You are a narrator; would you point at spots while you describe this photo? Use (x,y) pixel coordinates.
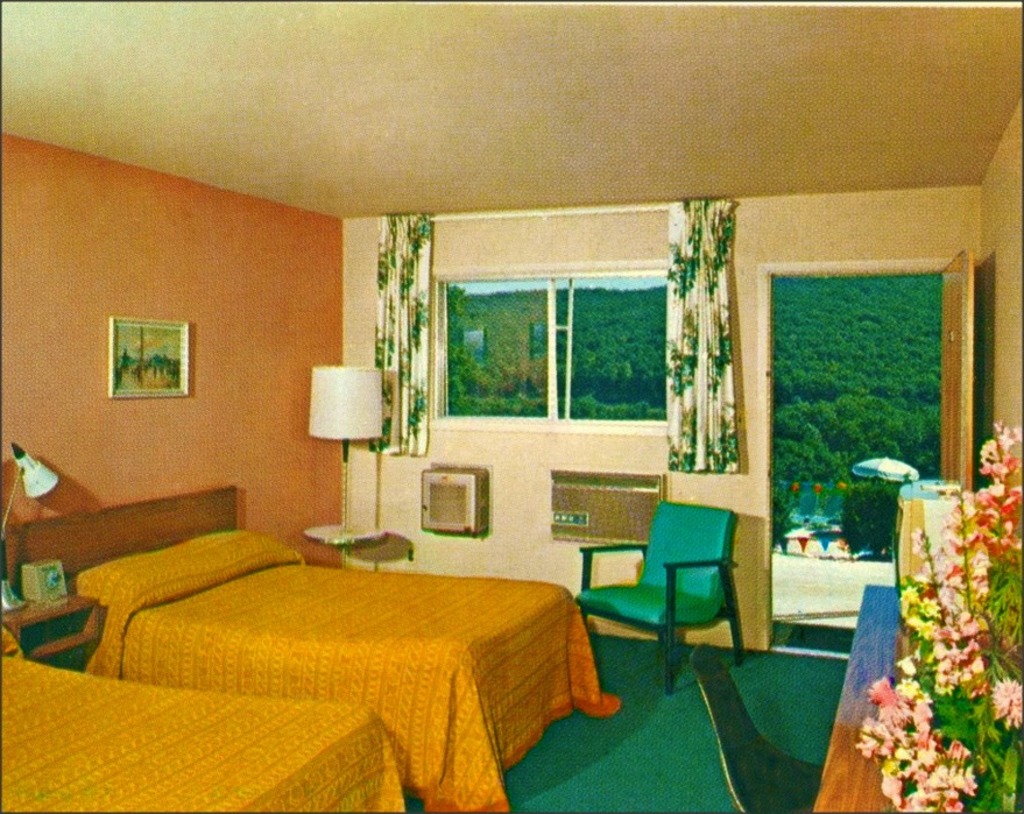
The picture is clicked inside a room (328,588). In the room (219,674) there are two beds (250,682) with yellow bed cover (181,666). Here on a table (57,624) there is a lamp (42,471). On the wall (118,411) there is a painting (164,389). Here there is a lamp (345,418). In the right (909,687) on a table (856,766) there is bouquet (940,578). Here there is a chair (679,538). Another chair (732,748) here. This is glass window (518,340). These are curtains (721,301). This is a door (957,306). Outside there are tree (804,411), and buildings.
